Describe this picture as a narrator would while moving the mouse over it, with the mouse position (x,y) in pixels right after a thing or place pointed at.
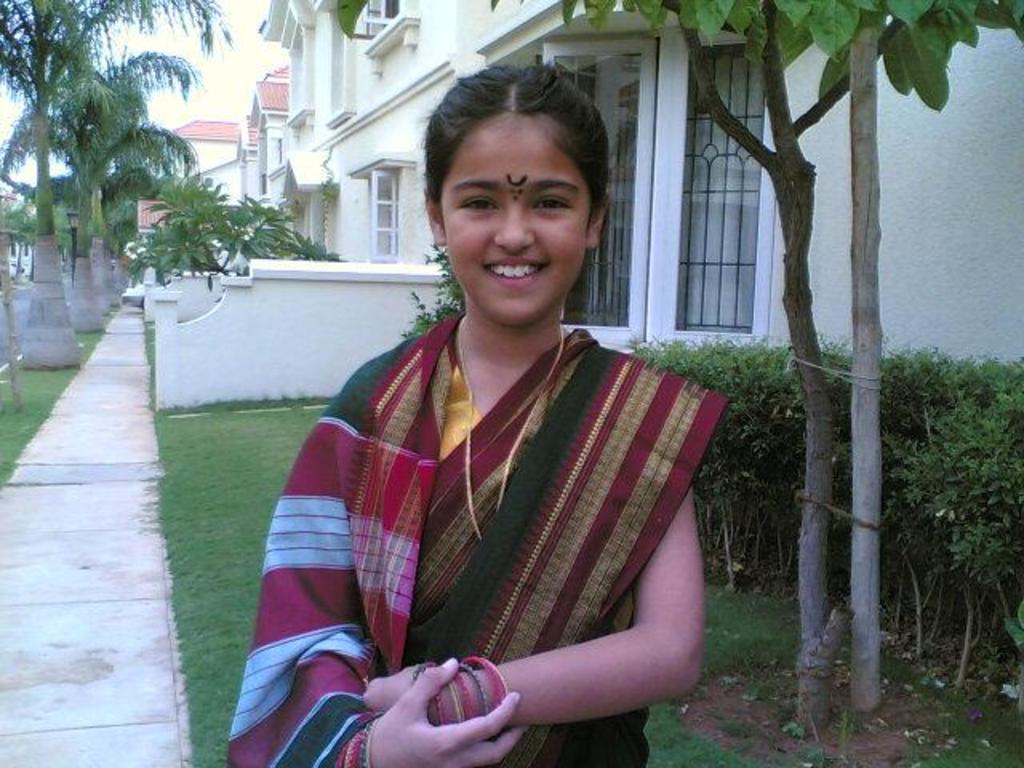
In this picture there is a girl (641,587) standing and smiling and we can see grass (248,434), plants (985,528), tree (798,216) and wooden pole (867,296). In the background of the image (263,210) we can see buildings (883,287), trees (84,192), light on pole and sky (223,72).
